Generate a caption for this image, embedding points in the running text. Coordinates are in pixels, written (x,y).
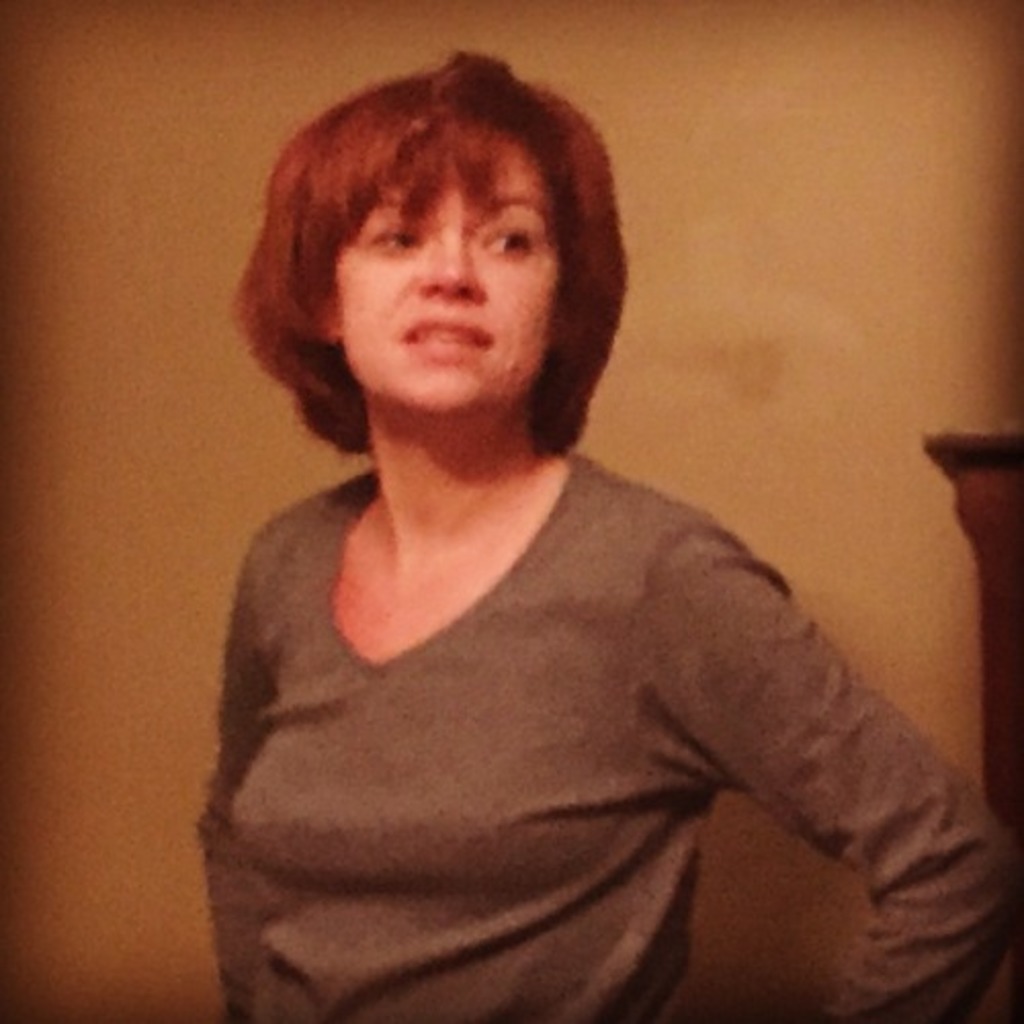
In this image there is a lady (426,372) standing wearing brown t-shirt (567,697). In the background (734,194) there is wall (277,34).
